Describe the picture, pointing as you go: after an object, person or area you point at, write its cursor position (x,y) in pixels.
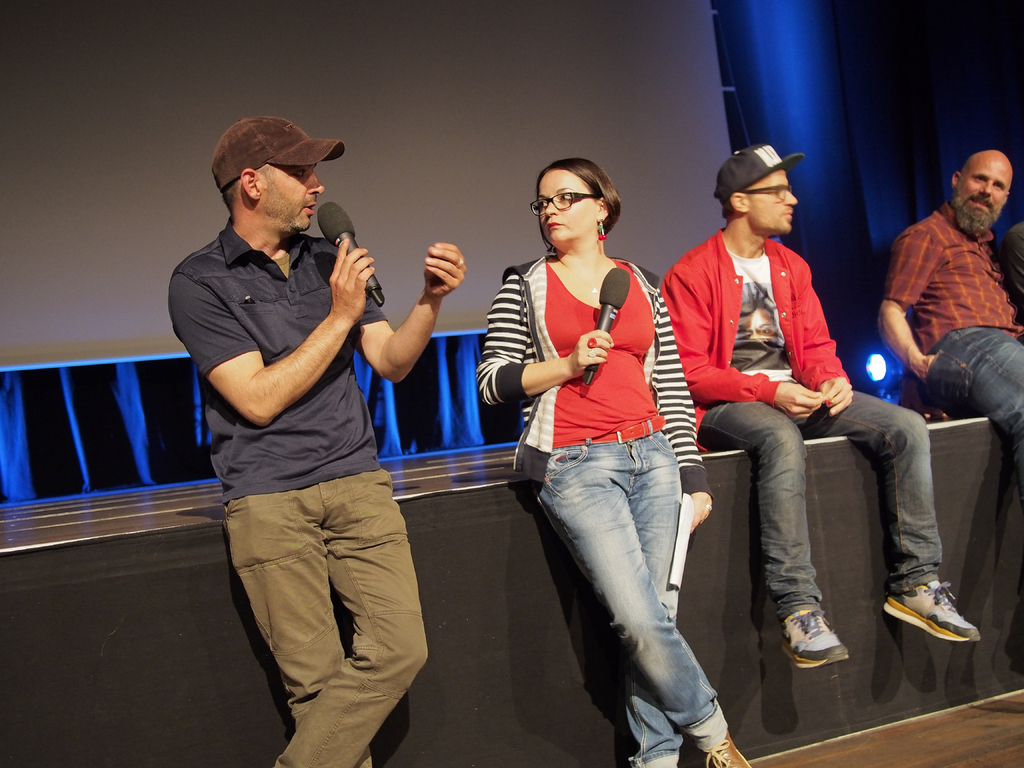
Here in this picture we can see a man (400,361) and a woman (608,355) standing on the floor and beside them we can see two men (954,338) sitting on the stage (870,463) and the man (315,321) on the left side (341,341) is speaking something in the microphone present in his hand (339,298) and we can see the woman (566,335) is also carrying the microphone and two people (501,326) are wearing spectacles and two persons (733,294) are wearing cap (270,149) and behind them we can see a projector screen (110,336) present and behind that we can see a curtain (876,335) present and we can also see colorful lights (884,356) present.
